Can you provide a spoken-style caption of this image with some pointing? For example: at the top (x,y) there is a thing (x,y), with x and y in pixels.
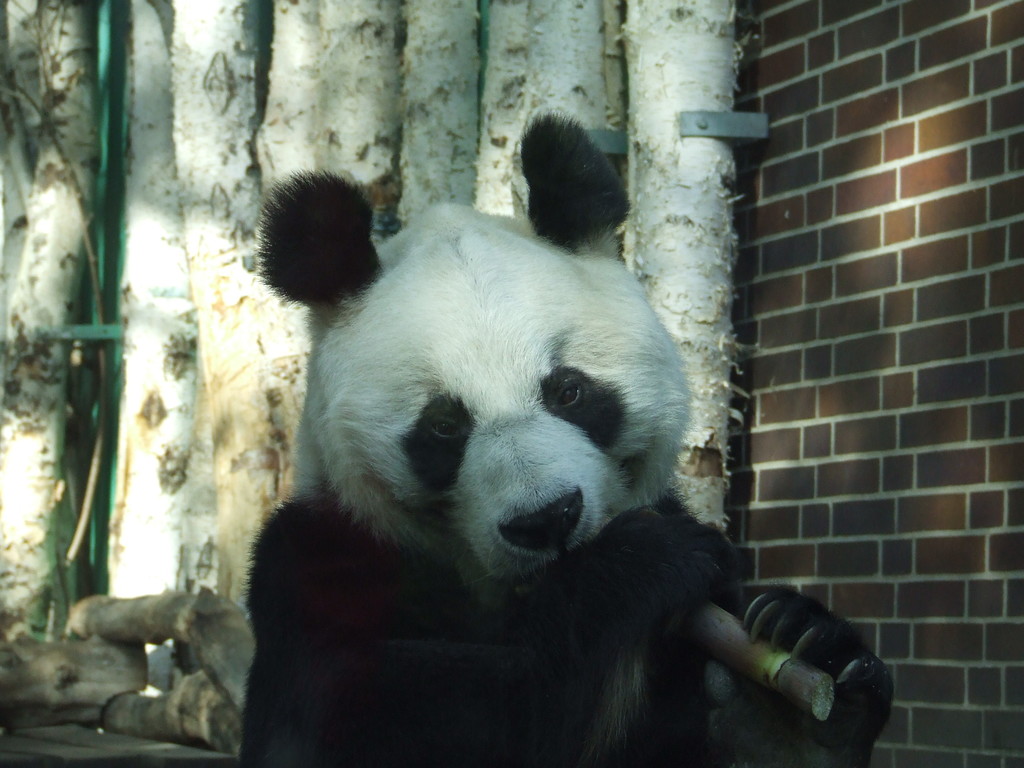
This image is taken outdoors. On the right side of the image (900,497) there is a wall (895,465). In the background (156,512) there are a few trees (79,227). On the left side of the image (101,646) there is a bark (87,648) on the ground (41,732). In the middle of the image (465,373) there is a panda (412,237) and it is holding a sugarcane stick (729,649) in the hands (755,608).
